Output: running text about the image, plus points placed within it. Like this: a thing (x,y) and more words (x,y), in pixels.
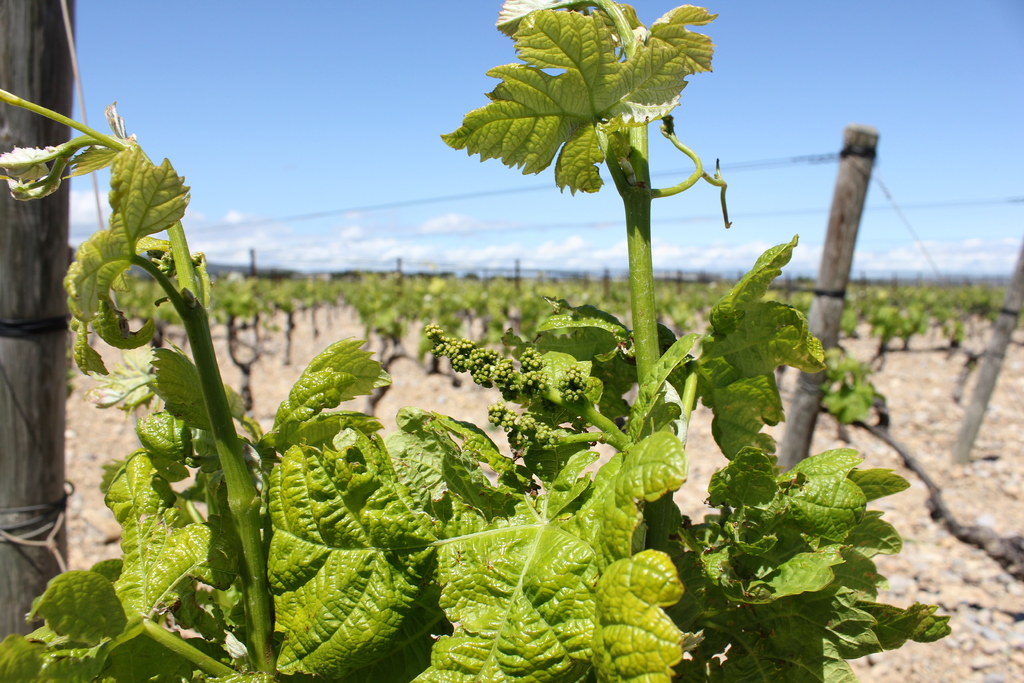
This picture might be taken from outside of the city. In this image, we can see some plants (198,393) and leaves (187,382). On the right side (853,255), we can see a wood (861,188) and wires (743,165). At the top (423,100), we can see a sky (428,56), at the bottom (965,664), we can see a land (941,430) with some stones (702,431).
